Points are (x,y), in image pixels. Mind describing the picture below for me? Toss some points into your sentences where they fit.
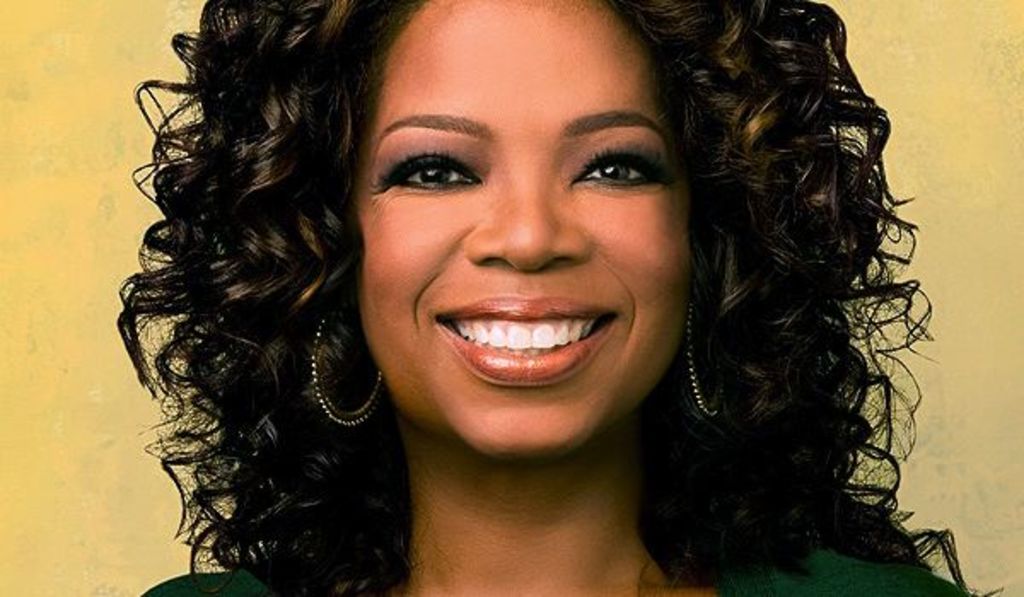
In this image we can see a lady (614,301) smiling. She is wearing earrings (318,345).
